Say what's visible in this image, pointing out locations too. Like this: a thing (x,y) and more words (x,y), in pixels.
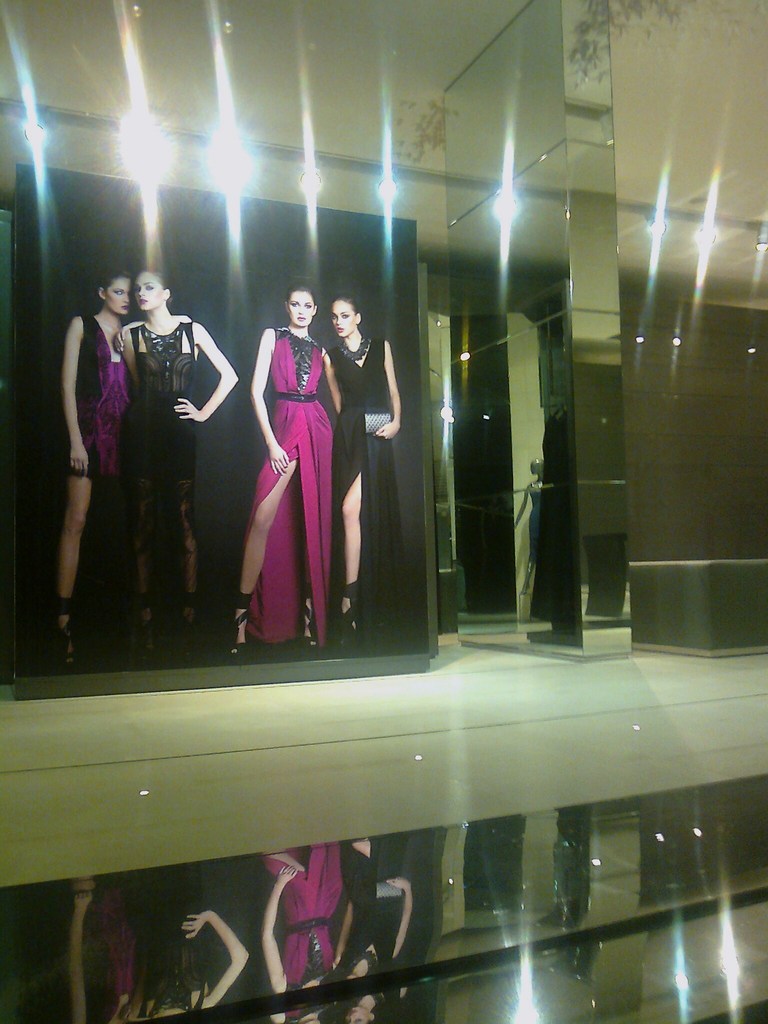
This image consists of a poster (135,511) on which there are pictures (364,513) of the women (287,353). At the bottom (203,726), there is a floor (512,733). And we can see the reflection (425,1013) of the poster (51,560) on the floor (478,721). On the right (614,126), there is a pillar (600,250) along with mirrors (600,421). At the top (131,126), there are lights (135,114) to the roof (88,84).
